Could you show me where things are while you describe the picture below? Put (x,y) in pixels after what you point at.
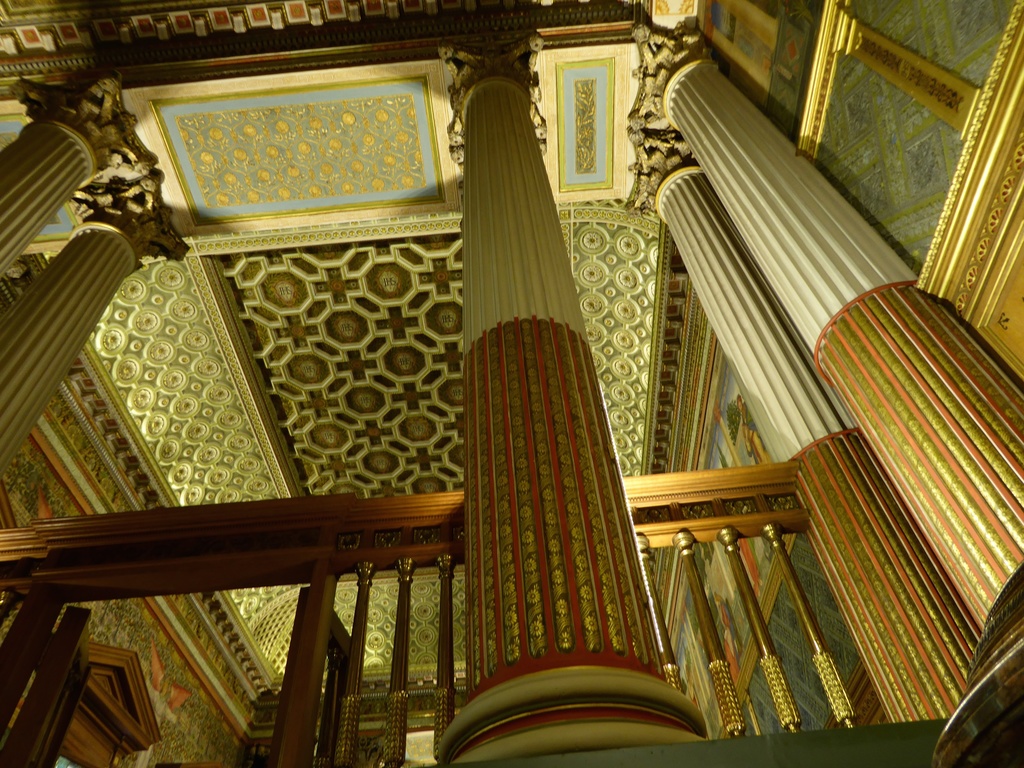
In this picture, we see the pillars (580,457) and the railing (387,559). At the top (252,190), we see the roof (340,314) of the building (217,315). This picture is clicked inside the building (83,510).
